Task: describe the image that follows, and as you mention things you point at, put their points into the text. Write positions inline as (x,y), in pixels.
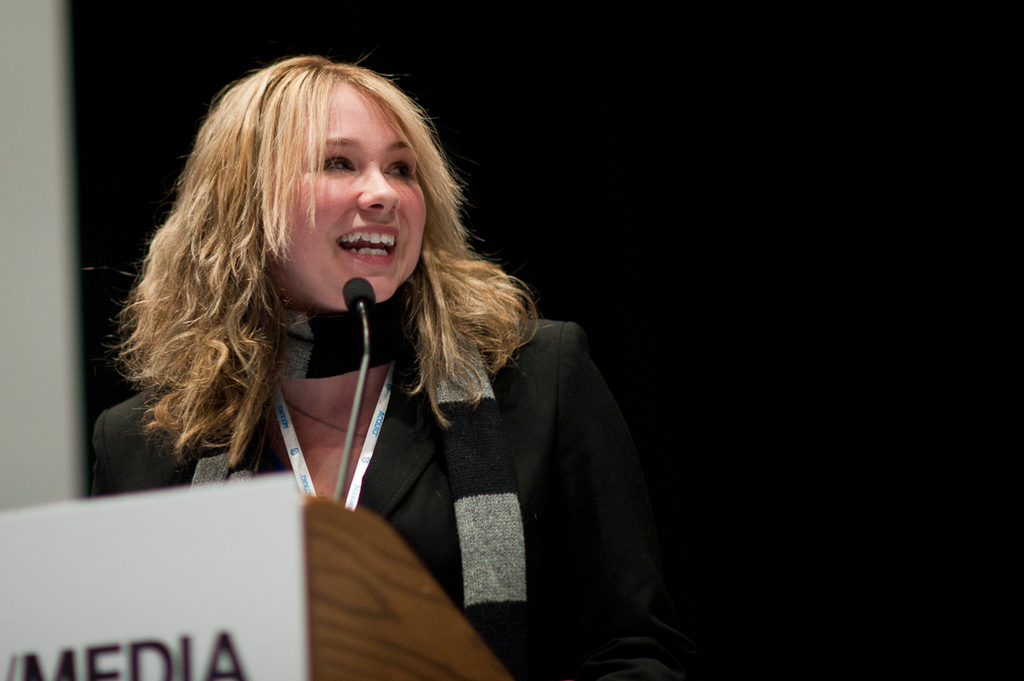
In this picture there is a woman (380,251) who is wearing suit (546,379) and she is smiling. She is standing near to the speech desk (367,608) and mic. In the back (861,311) I can see the darkness (780,302).
